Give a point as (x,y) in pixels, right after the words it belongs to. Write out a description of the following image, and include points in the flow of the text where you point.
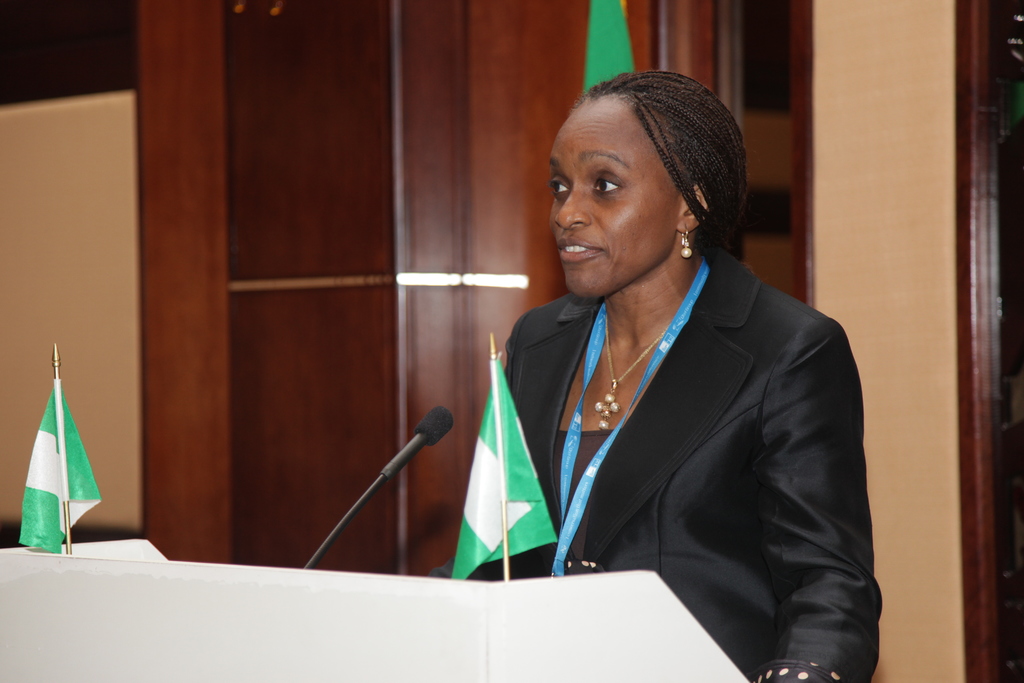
In this image we can see a woman (722,410) standing in front of the podium (50,596), on the podium (108,605) there are two flags (483,541) and a microphone (414,450) and in the background (434,151) we can see a wooden wall (389,92).
